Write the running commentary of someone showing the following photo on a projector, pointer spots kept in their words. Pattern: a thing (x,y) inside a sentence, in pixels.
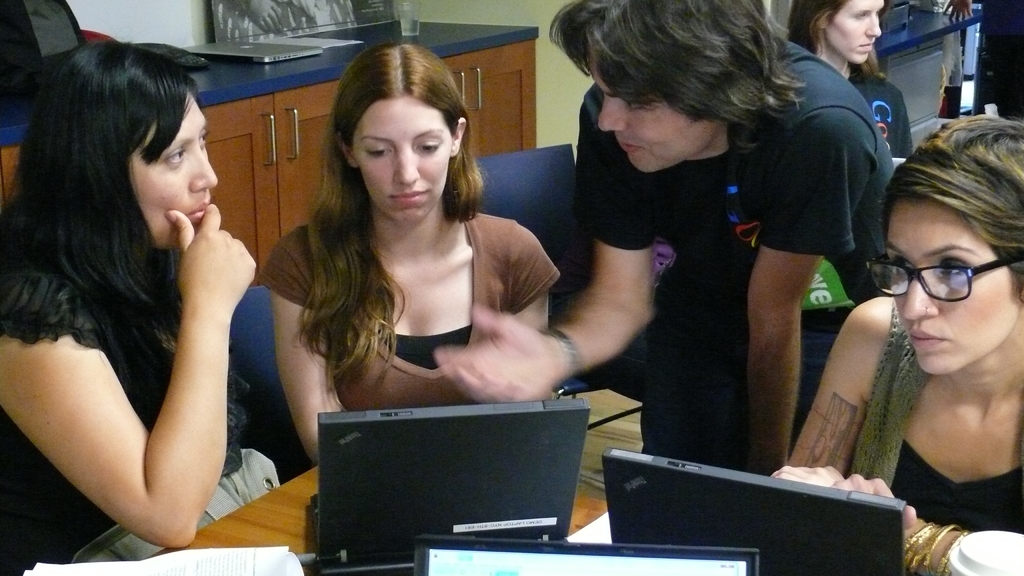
In this image there are people (511,304) sitting on the chairs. In front of them there is a table (293,519). On top of it there are laptops (446,510), papers (269,557). Behind them there are few other people (803,72). In the background of the image (546,130) there is a wall (547,96). There is a laptop (310,51), photo frame (278,32), glass (405,16) on the platform (236,95). There are wooden cupboards (221,185).
